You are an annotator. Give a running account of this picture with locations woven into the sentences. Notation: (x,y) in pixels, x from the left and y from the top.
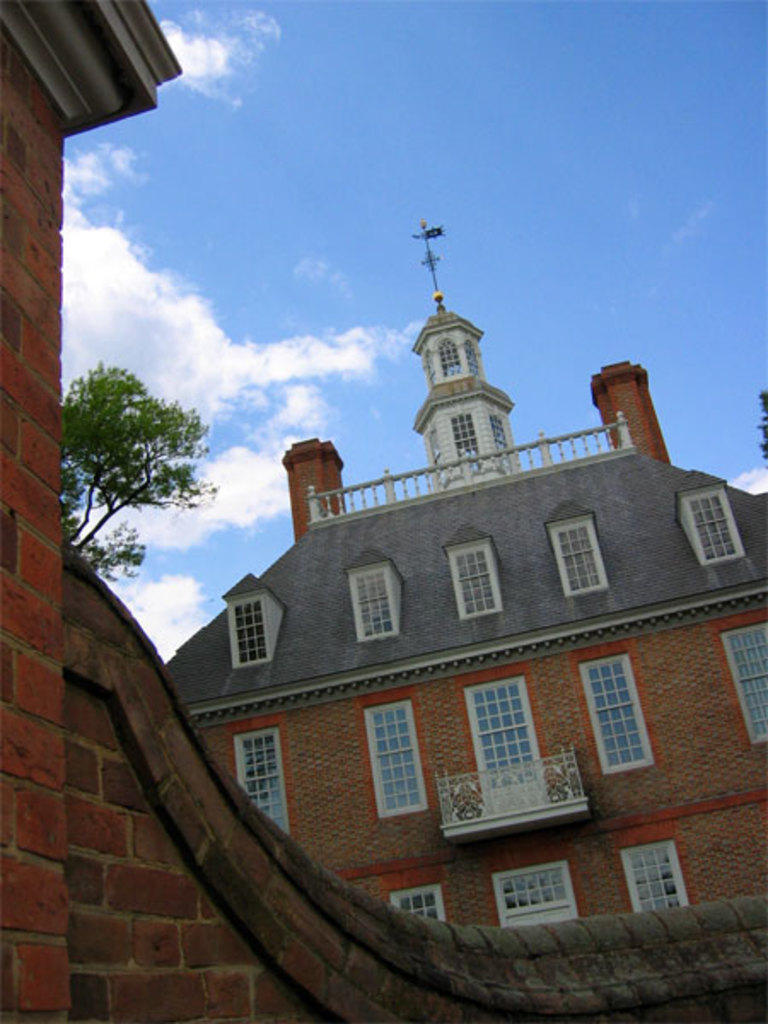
This picture is clicked outside. In the foreground (76,603) we can see the building (67,27) and some other items (344,909). In the center (312,449) we can see the building (474,424) and a spire (435,370) and we can see the windows (594,554) and the railings (503,466) of the building (304,446). In the background (381,160) we can see the sky (380,210) with the clouds (175,327) and we can see the trees (102,402).
